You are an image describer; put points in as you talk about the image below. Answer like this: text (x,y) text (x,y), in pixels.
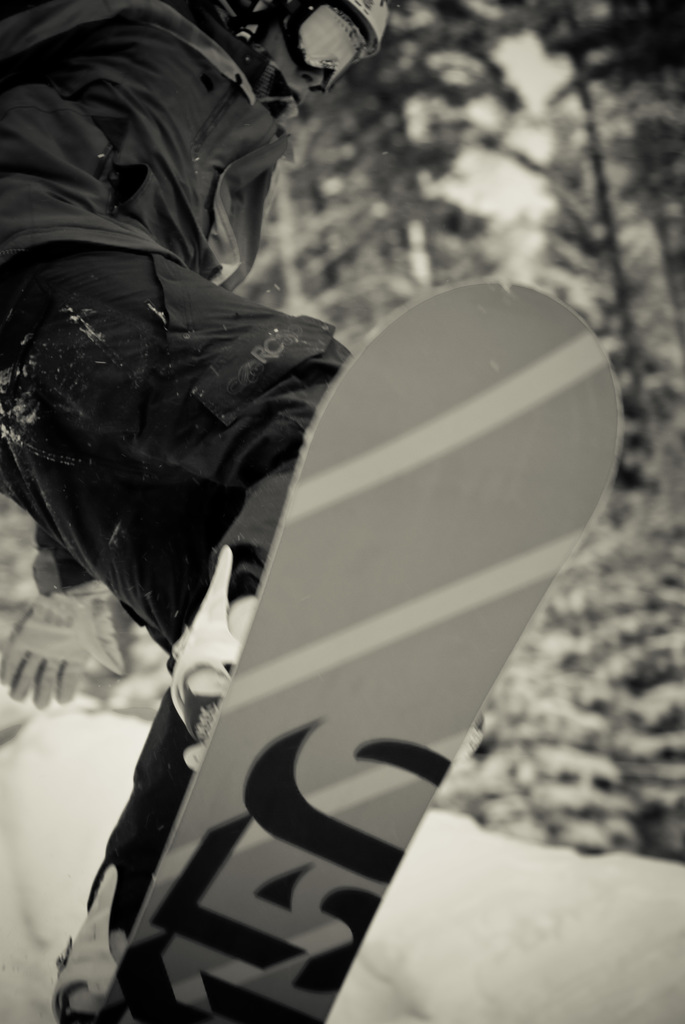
In this picture we can see one person (251,570) is doing skating, back side, we can see some trees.
